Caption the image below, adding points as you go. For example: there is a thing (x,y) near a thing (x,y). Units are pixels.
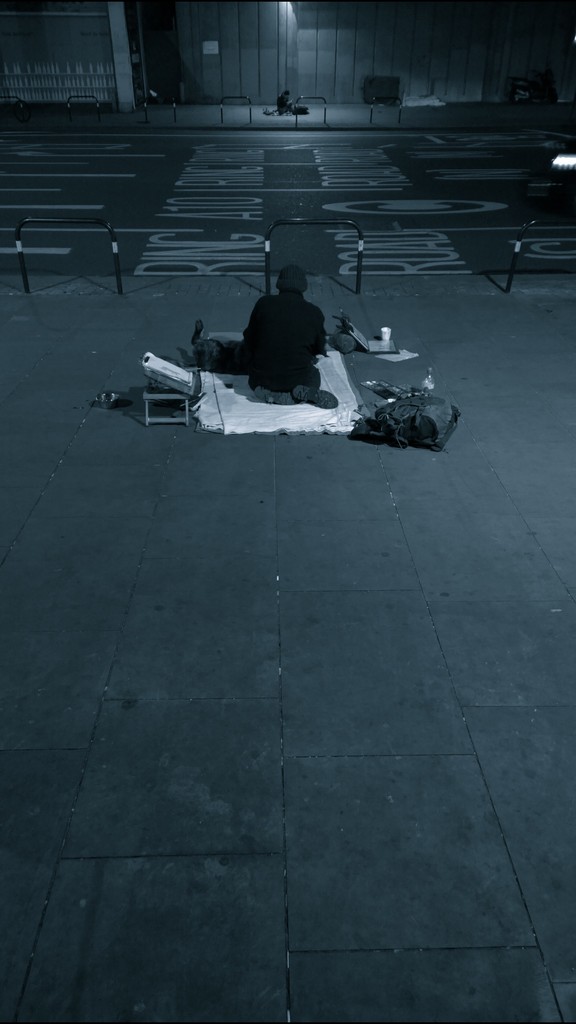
In this black and white image I can see a person (267,325) is sitting in the center of the image (245,385) facing towards the back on a mat (203,371) which is white in color. I can see some objects (392,406) around him. I can see some metal rods (358,281) or grill like objects (271,258) before him. I can see a road (338,263) after the rods (540,224) with some text (345,206). I can see the other side of the road (93,144) is with grills (223,104) and a person (277,101) is sitting after the rods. I can see a wall (248,39) behind him.
